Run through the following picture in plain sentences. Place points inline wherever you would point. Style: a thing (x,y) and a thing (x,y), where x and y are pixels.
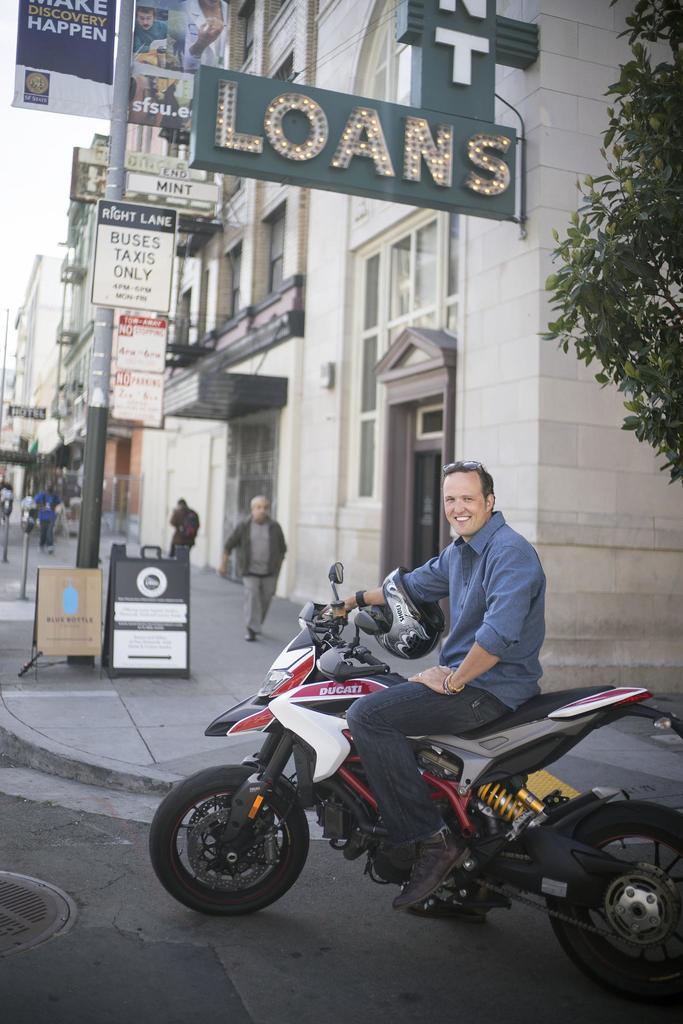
In this picture we can see man (431,715) holding bike (541,739) and sitting on it and he is smiling and in background (261,419) we can see buildings (299,277) with windows (184,265), banners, pole (101,249), some persons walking on foot path (115,718).
